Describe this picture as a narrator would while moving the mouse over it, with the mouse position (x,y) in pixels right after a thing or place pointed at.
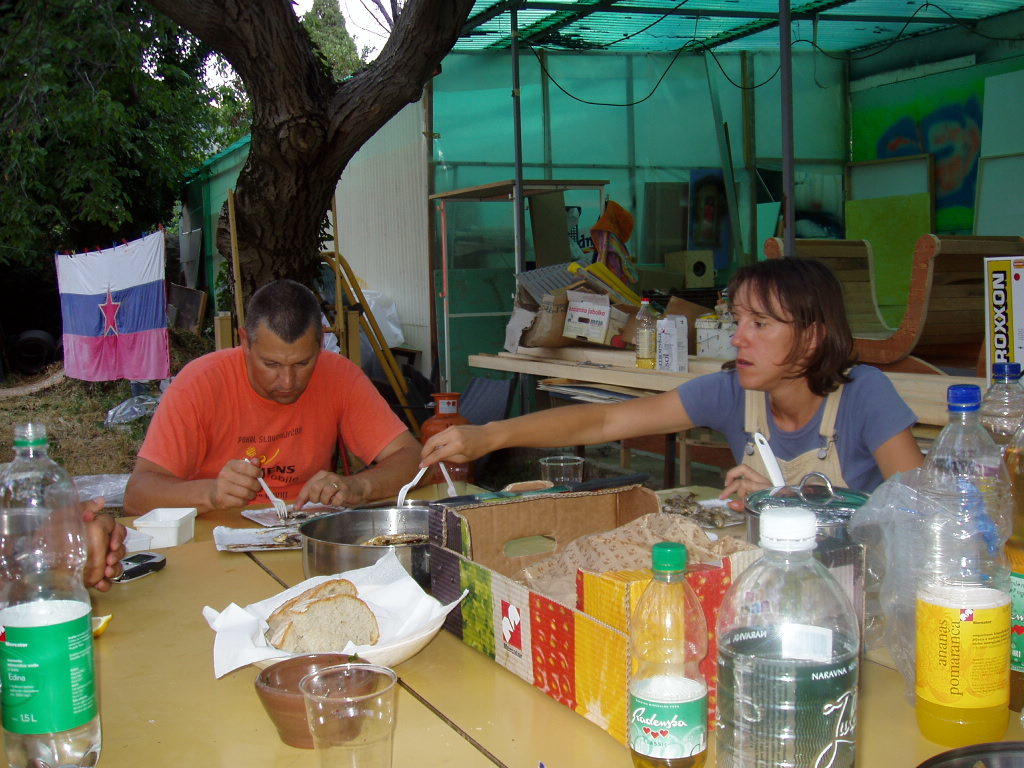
In this picture we can see man (223,383) and woman (677,409) sitting on chair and in front of them we have table (406,726) and on table (150,597) we can see bottle (41,531), glass (317,729), bread (330,635), tissue paper (403,618), box (527,608), vessel (334,522) and here two persons (306,468) are holding forks (260,483) in their hands (243,479) and in the background (103,293) we can see tree (134,205), flag (129,302), pillars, cupboards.
